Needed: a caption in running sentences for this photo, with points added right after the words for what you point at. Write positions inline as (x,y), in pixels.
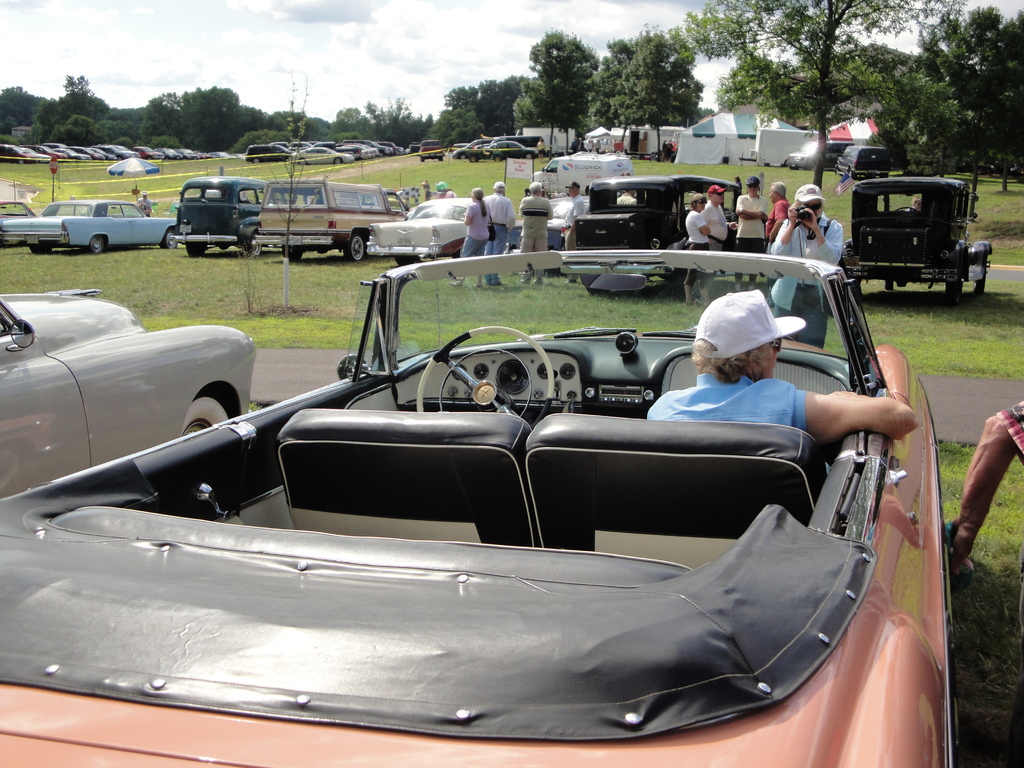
In this picture there are group of people (751,313). On the right side of the image (737,391) there is a person (727,376) sitting in the car (723,424) and there is a person (797,242) standing on the road (296,372) and holding the camera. At the back (745,232) there are group of people (778,194) standing and there are vehicles (48,435) and there are tents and trees (675,98). At the top (370,38) there is sky (350,12) and there are clouds (446,47). At the bottom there is grass (318,317) and there is a road (318,369).
